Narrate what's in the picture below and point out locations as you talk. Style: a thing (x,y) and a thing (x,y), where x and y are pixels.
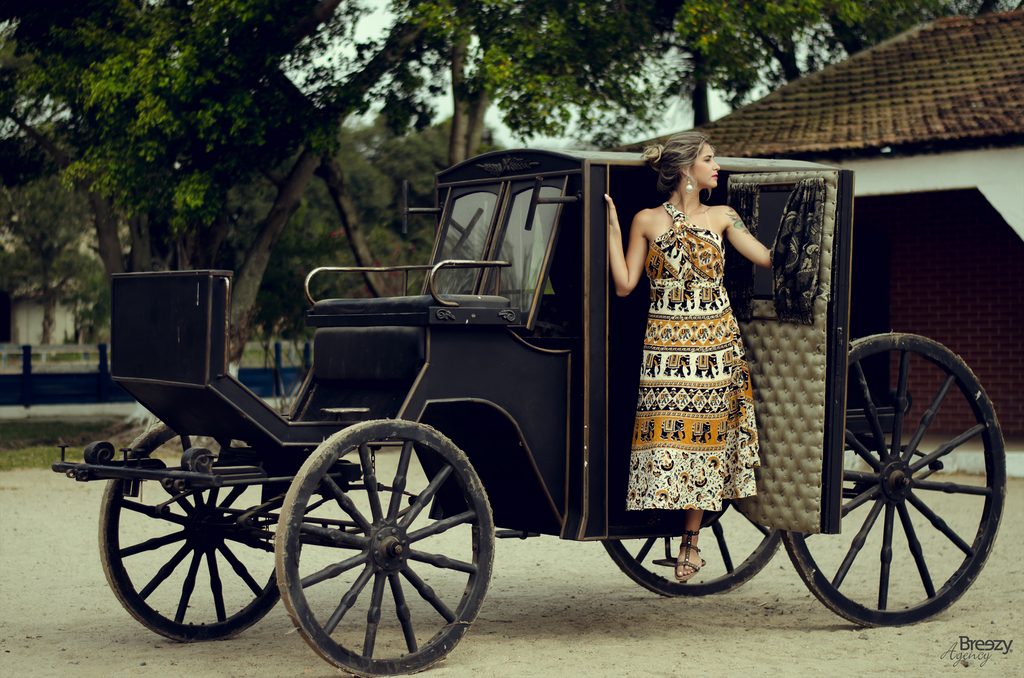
In this picture we can see a vehicle (538,405), woman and in the background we can see trees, sky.
